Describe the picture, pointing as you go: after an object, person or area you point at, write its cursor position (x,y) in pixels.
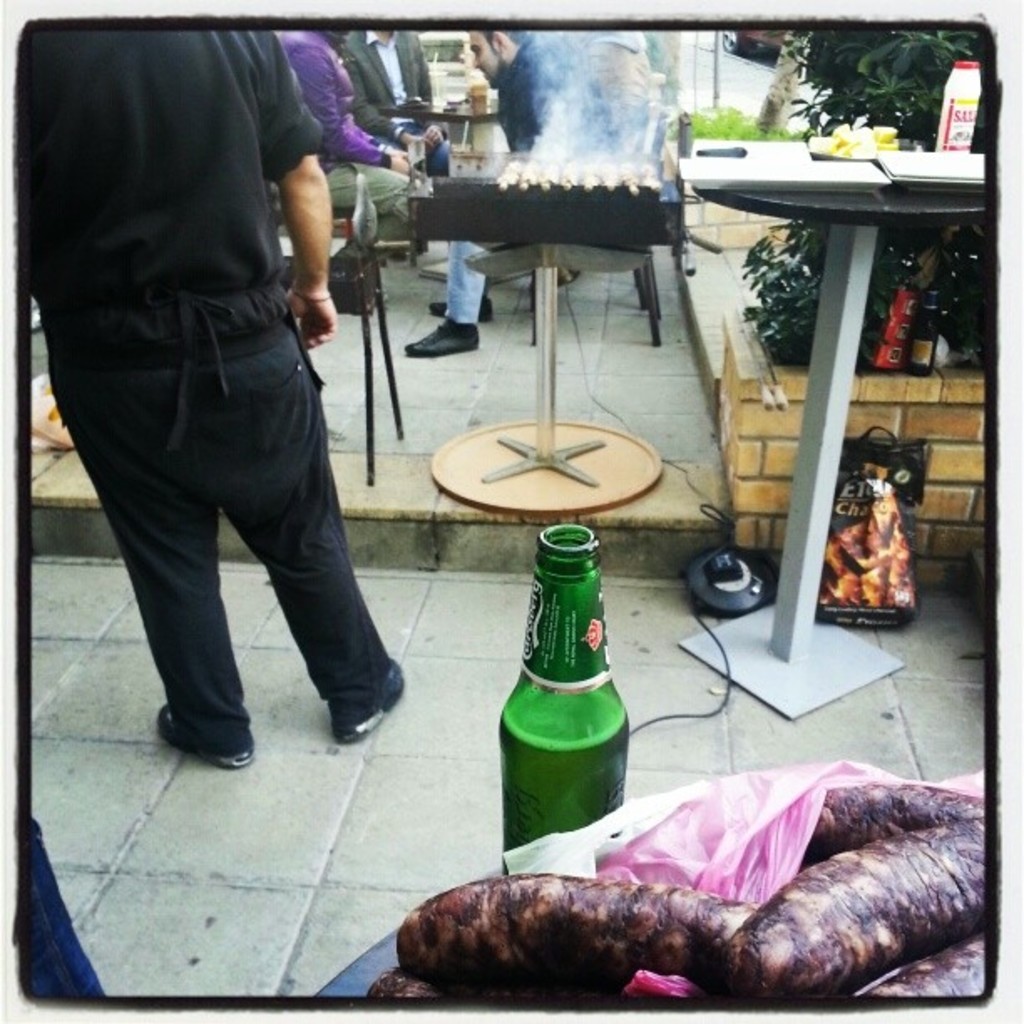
In this image i can see a bottle (530,708) at the back ground (187,483) i can see a man (315,549) standing, few papers (926,157) on a table (886,204), a bottle (962,118) and a plant (870,58).
